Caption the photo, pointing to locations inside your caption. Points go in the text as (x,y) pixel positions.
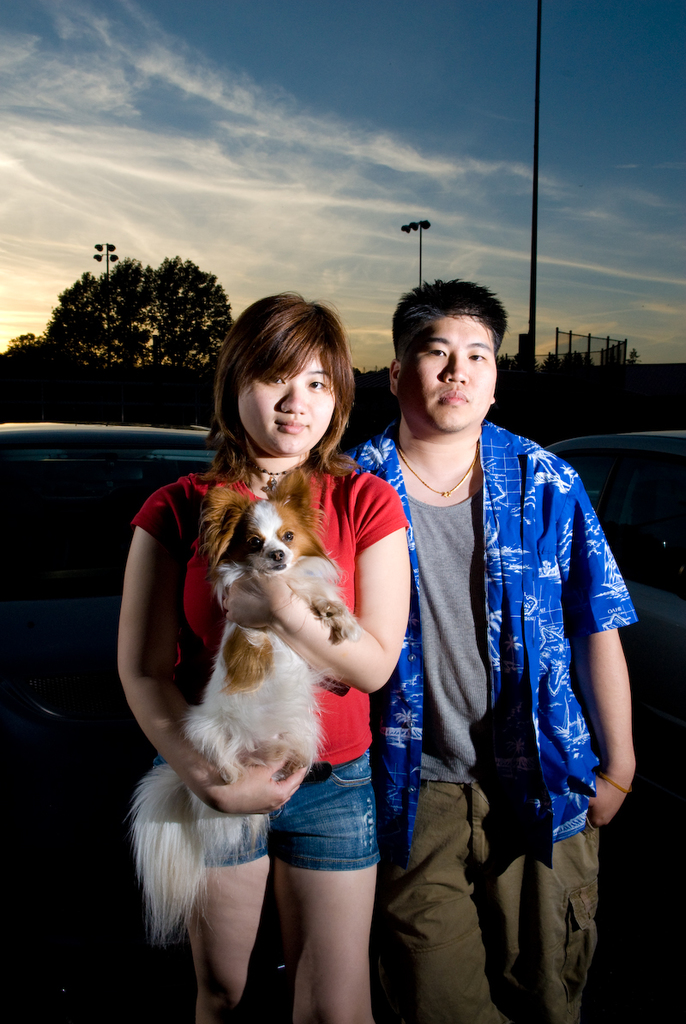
Here in this picture we can see two people (409,510). To the left side (212,616) there is a lady (345,520). She is holding a puppy (268,645) in her hands (280,607). She is wearing a red t-shirt (202,592). And to the right side (490,551) there is man (456,592) with blue shirt (546,571) and grey t-shirt (446,614). We can see a blue sky (440,100). And in the background (168,303) we can see trees (125,314) and electrical poles (103,251). To the back of these persons (202,491) there is a car (106,527).
